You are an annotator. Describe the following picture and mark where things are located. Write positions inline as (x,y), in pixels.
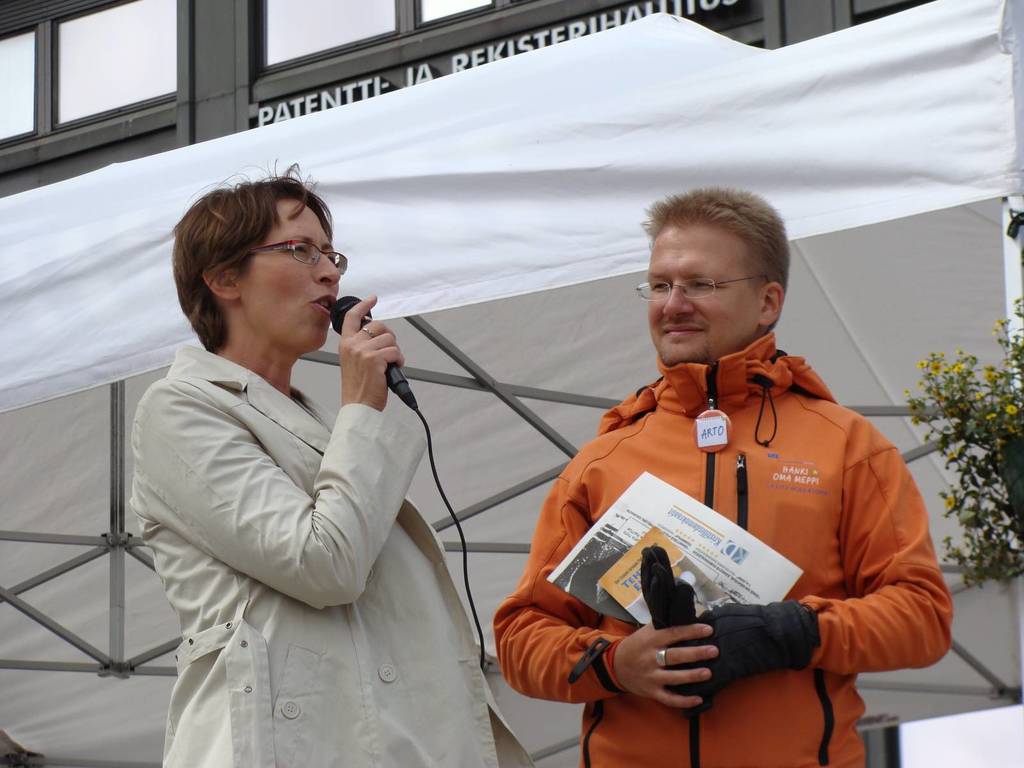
As we can see in the image there is a building (370,28), cloth (521,344), plant (989,410) and two persons (662,403) standing. The man (714,420) on the right side (749,532) is wearing orange color jacket (767,491) and holding newspaper (691,582). The woman (312,483) standing on the left side (294,422) is holding mic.
